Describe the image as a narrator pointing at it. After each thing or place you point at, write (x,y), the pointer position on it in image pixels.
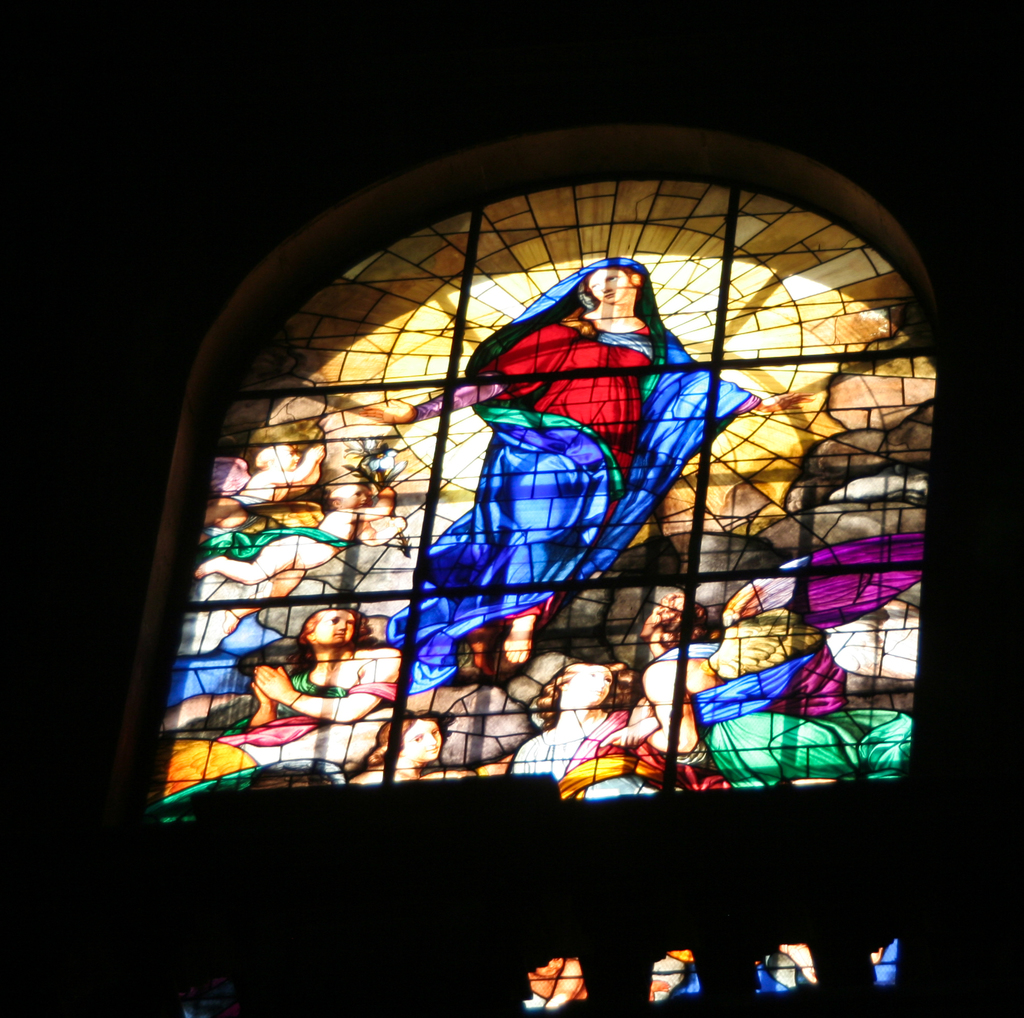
In the picture there is a window (272,512) and there are some paintings (488,517) on the window (634,380).
